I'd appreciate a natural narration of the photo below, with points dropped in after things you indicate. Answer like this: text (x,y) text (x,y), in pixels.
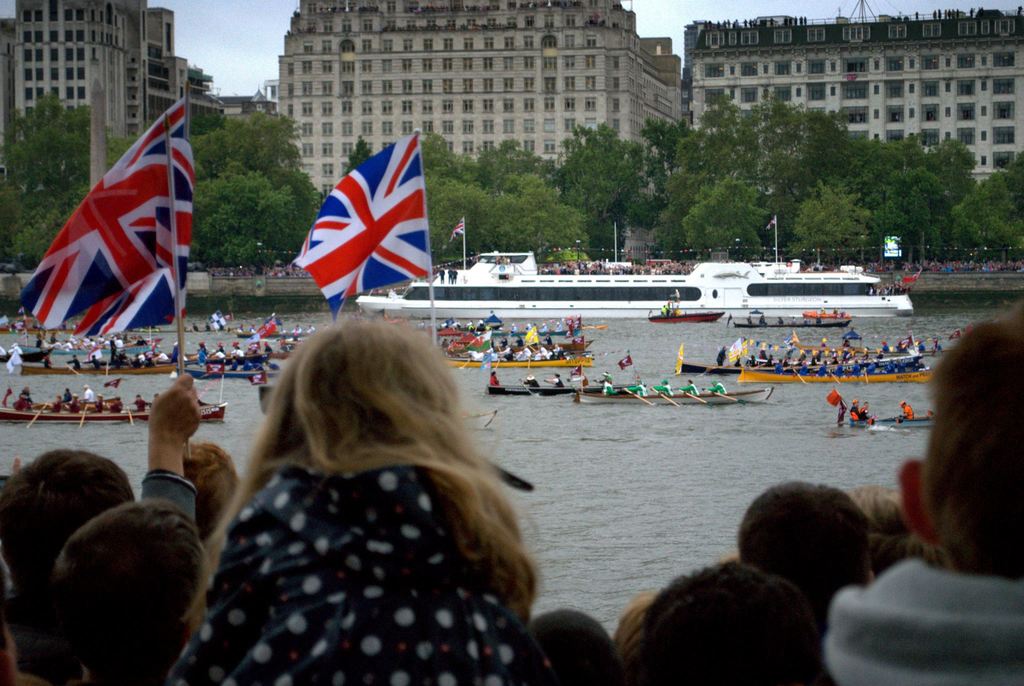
In the picture I can see people (455,436) among some are on boats (233,375). These boats (620,396) are on the water (581,408). In the background (457,259) I can see trees (439,215), buildings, the sky (272,74) and some other objects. In front of the image I can see some people (267,516) are holding flags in hands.
